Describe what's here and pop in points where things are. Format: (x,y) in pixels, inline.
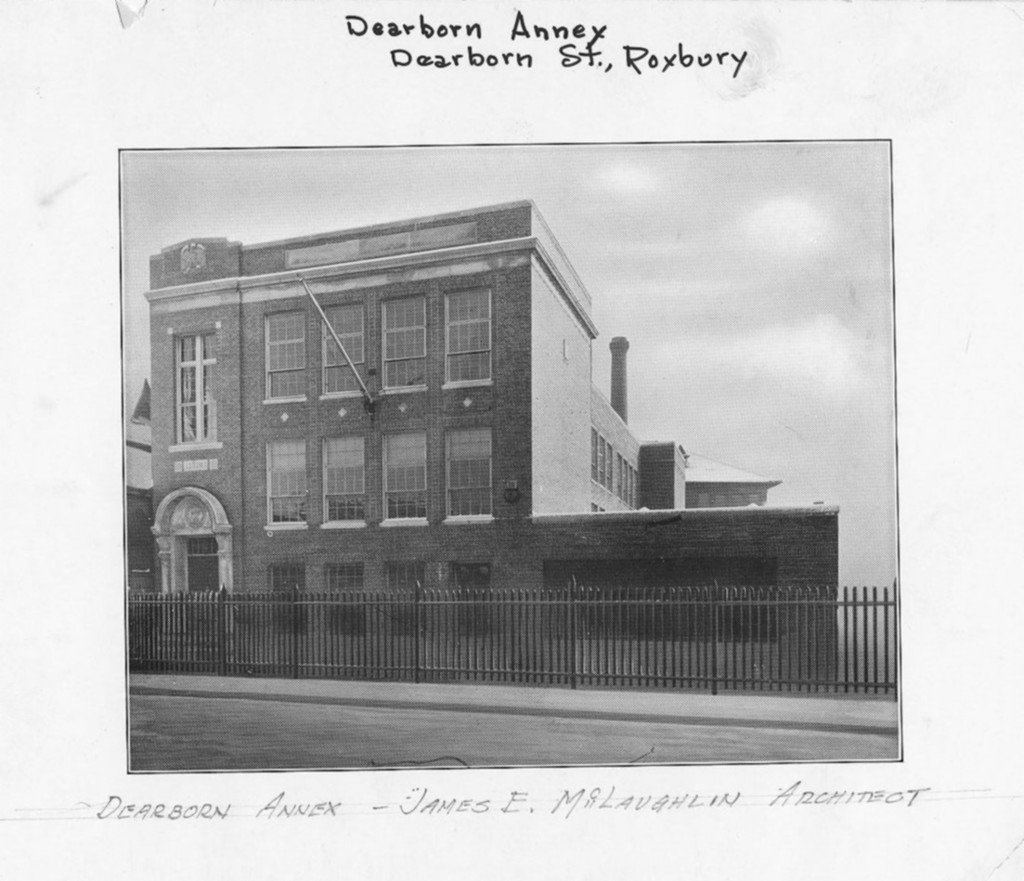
In the image in the center (497,563) we can see one paper (635,281). On paper (665,349), we can see sky (706,284), clouds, building (554,408), wall (556,426), windows (359,445), fence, road (569,730) and we can see something written on it.
